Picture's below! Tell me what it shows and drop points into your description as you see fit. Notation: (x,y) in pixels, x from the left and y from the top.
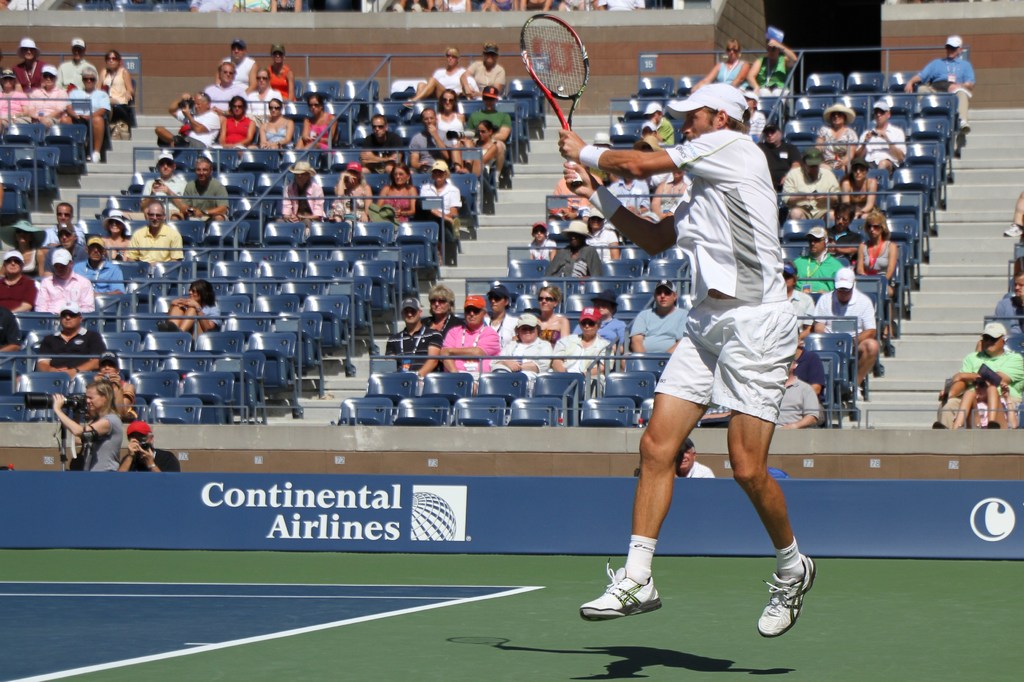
There is a man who is holding a racket (566,125) with his hand (566,149). Here we can see some persons (588,251) sitting on the chairs (313,275). This is ground (451,596) and there is a board (532,544).
